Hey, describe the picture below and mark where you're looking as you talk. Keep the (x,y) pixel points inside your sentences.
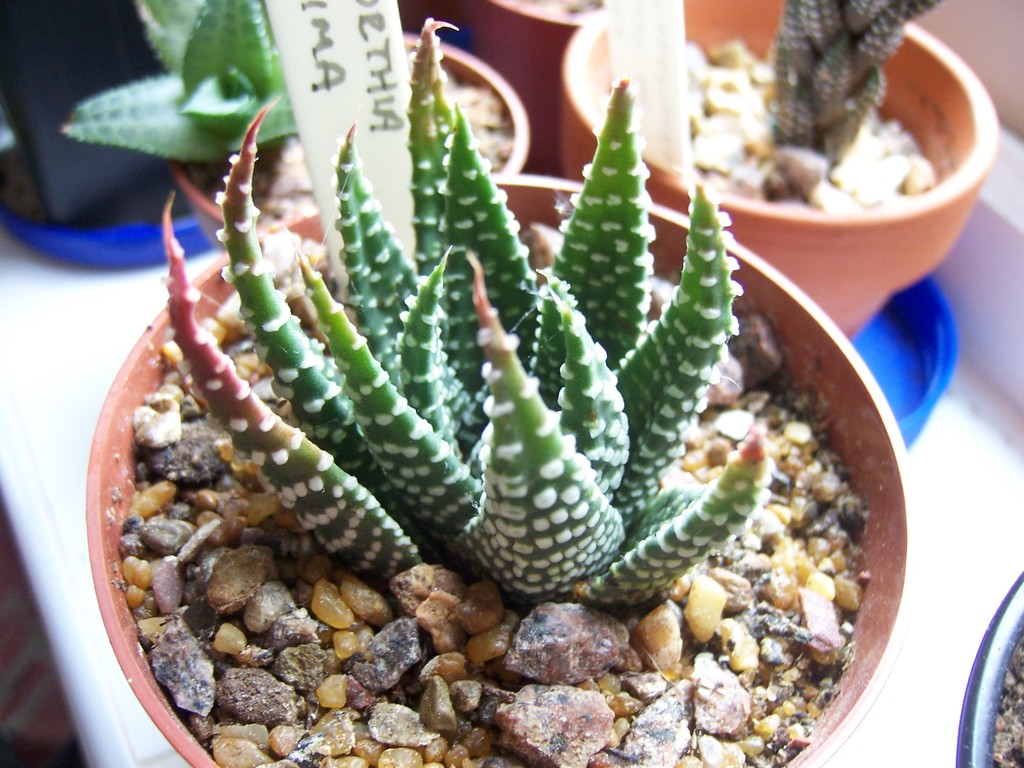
In this image in the front (482,588) there is a plant (473,409) in the pot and there are stones (659,602). In the background (862,37) there are plants (782,30) and there are tubs (954,365) which are blue in colour and the plants (863,76) are in the pots (594,77) which are on white colour surface (60,381).
